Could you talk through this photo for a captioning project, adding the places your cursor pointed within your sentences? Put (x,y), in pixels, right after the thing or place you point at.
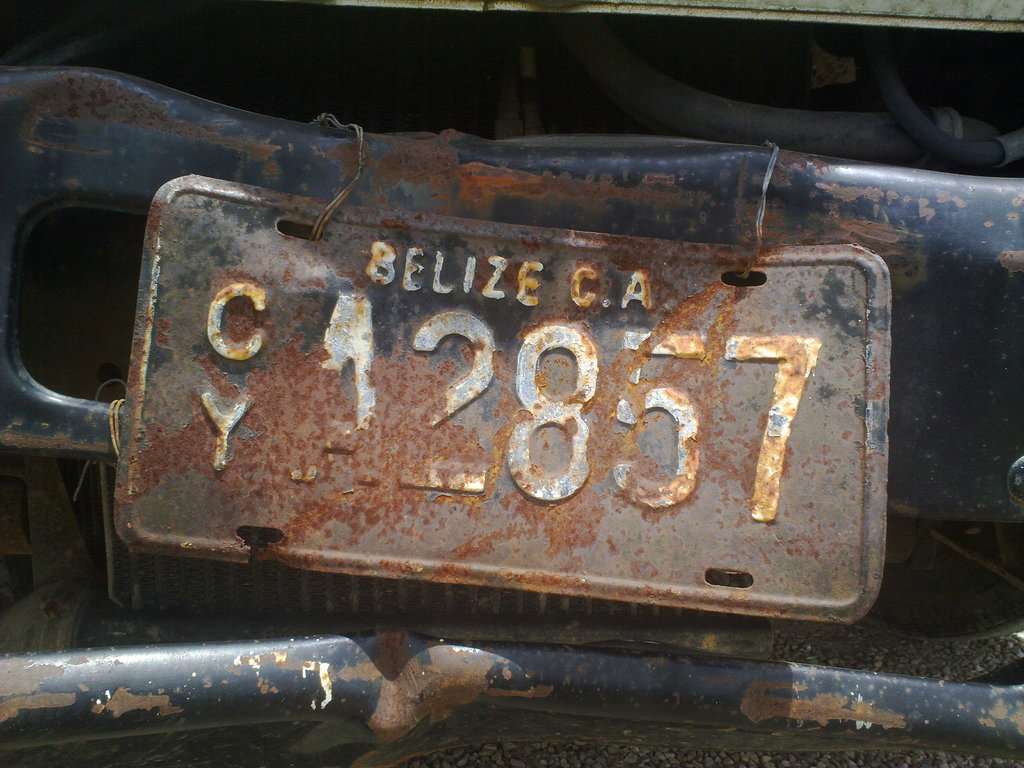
In this image there is a metal object (6,691) and there is a number plate (534,411).
